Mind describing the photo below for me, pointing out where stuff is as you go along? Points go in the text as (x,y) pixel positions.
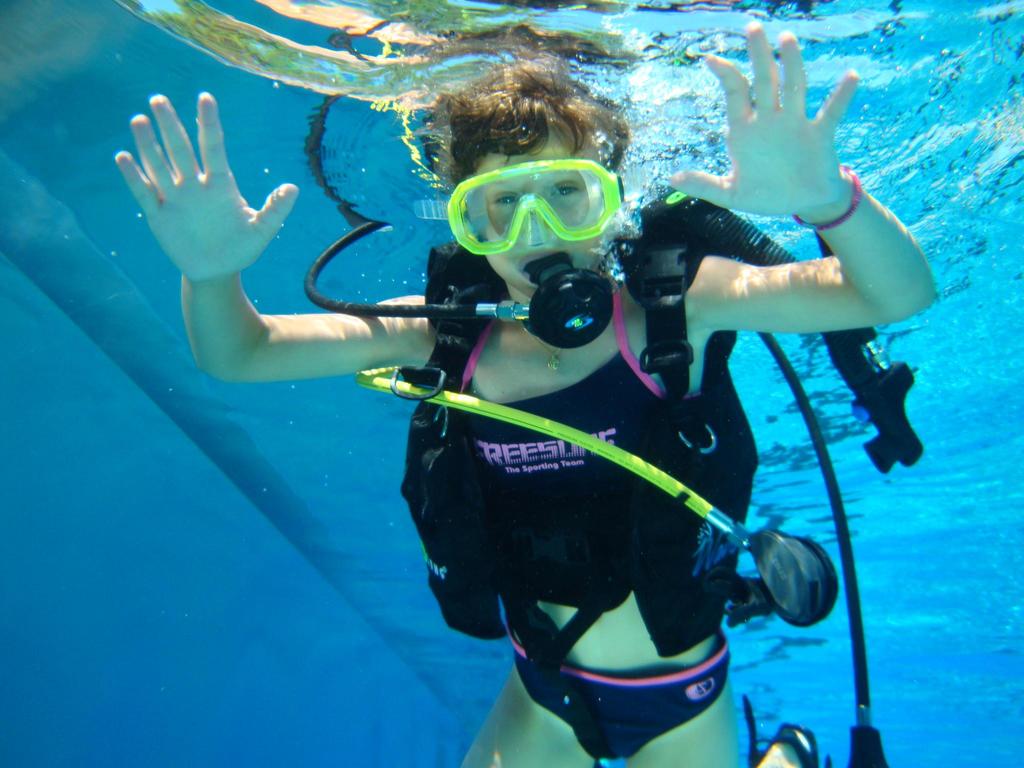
In this picture I can see a person (476,293) wearing scuba regulator (547,312), swimming goggles (494,229), swimming costume (545,394) and swimming in the water (413,578).
